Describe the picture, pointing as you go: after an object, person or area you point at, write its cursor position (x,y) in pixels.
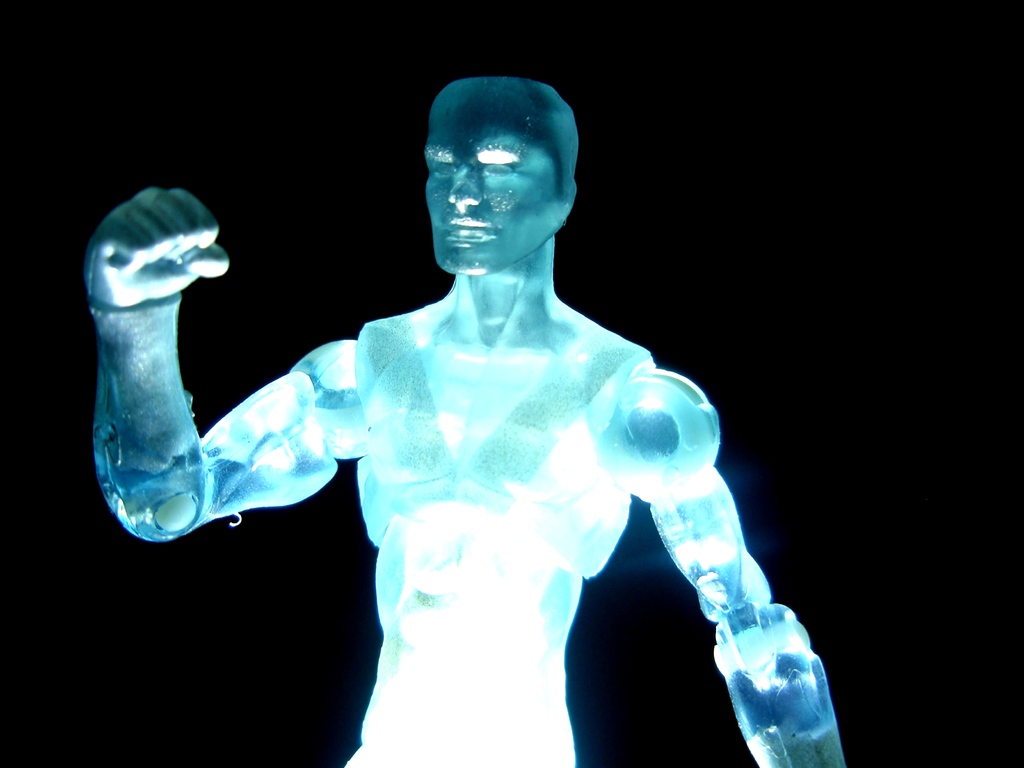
In this image we can see a depiction (428,386) of a person (474,493). The background of the image (386,201) is black in color.
